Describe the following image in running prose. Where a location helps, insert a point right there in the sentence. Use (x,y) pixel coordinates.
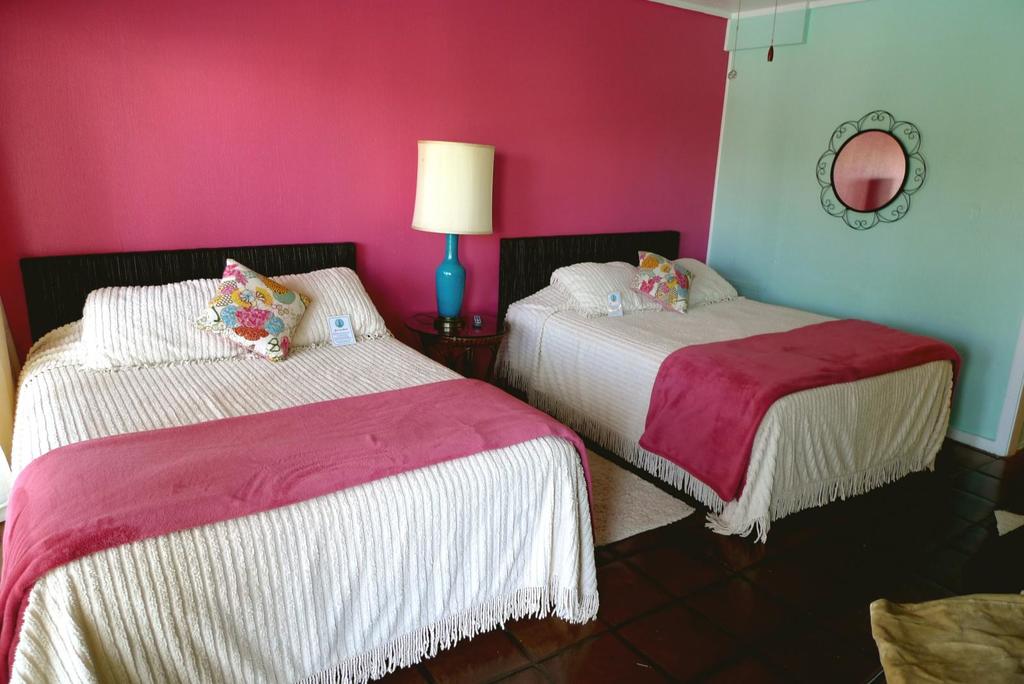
In the picture we can see two beds (756,477) with pillows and in the middle of the beds (791,478) we can see a lamp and behind the beds (776,478) we can see the wall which is pink in color and beside it we can see the wall (968,217) and a mirror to it.
